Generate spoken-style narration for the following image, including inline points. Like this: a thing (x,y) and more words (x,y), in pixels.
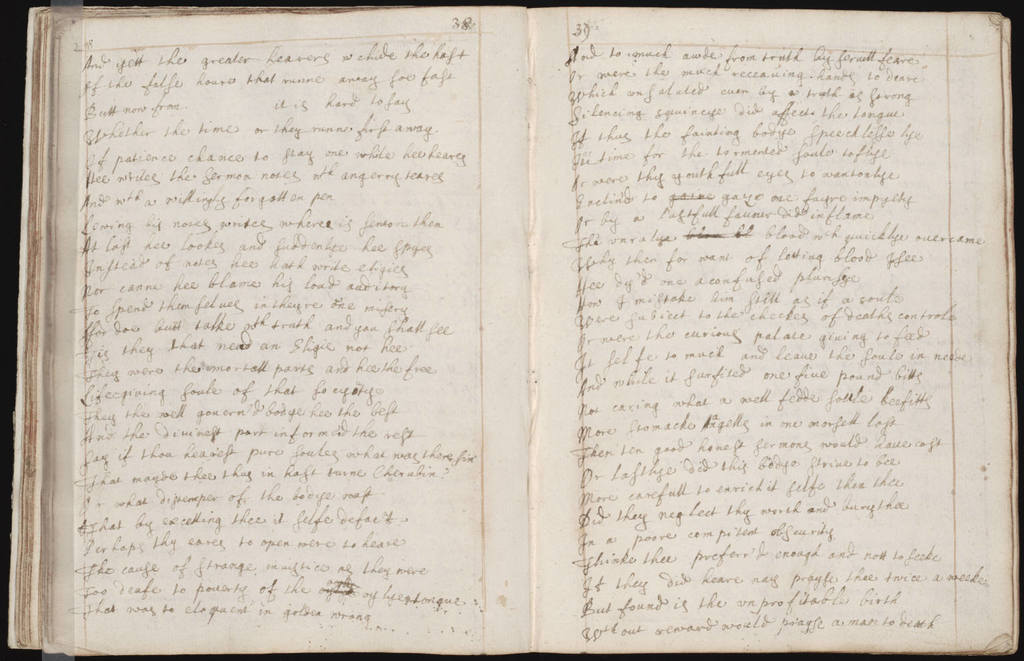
In this image I can see pages (518,393) of a book (434,339) and on it I can see something is written. I can see colour of these pages (517,342) are white.
